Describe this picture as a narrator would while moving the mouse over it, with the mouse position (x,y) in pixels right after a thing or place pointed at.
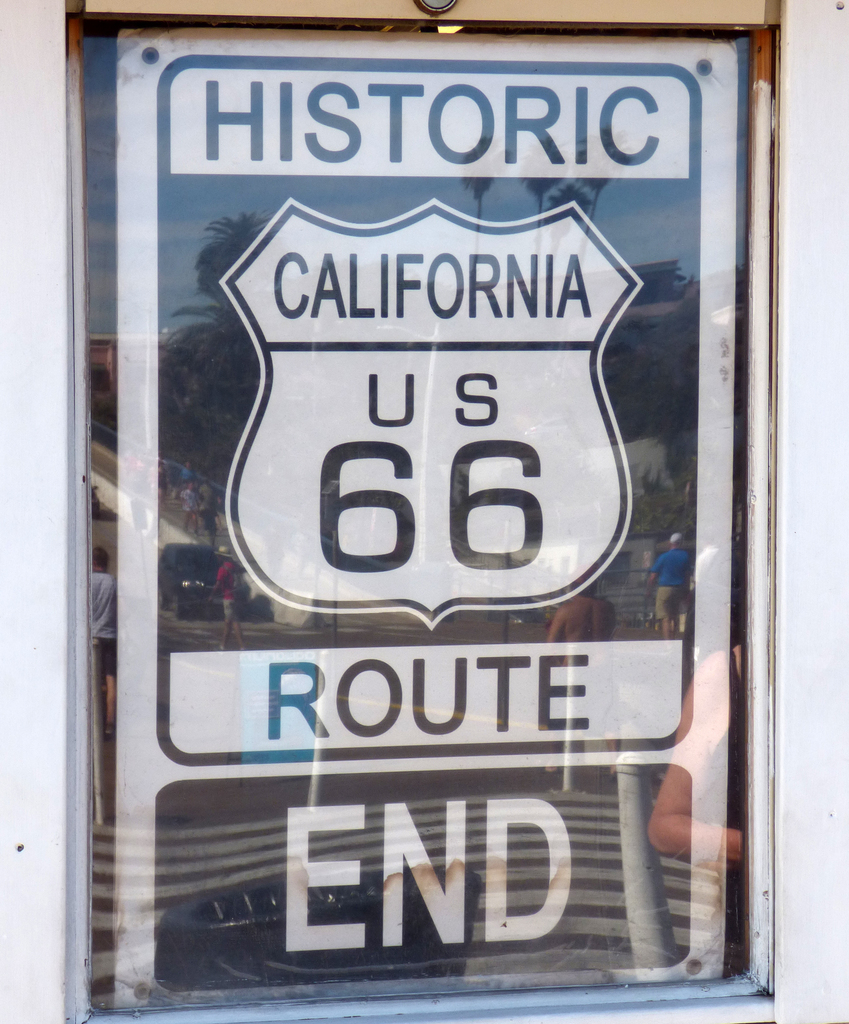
In this picture we can see a glass window (400,401) with text (444,143). And we can see the reflection (524,942) of the trees (166,386), barricades (636,884), road (423,789), sky (398,200) and some people (679,752). In the background of the image (38,807) we can see the wall (38,168).
